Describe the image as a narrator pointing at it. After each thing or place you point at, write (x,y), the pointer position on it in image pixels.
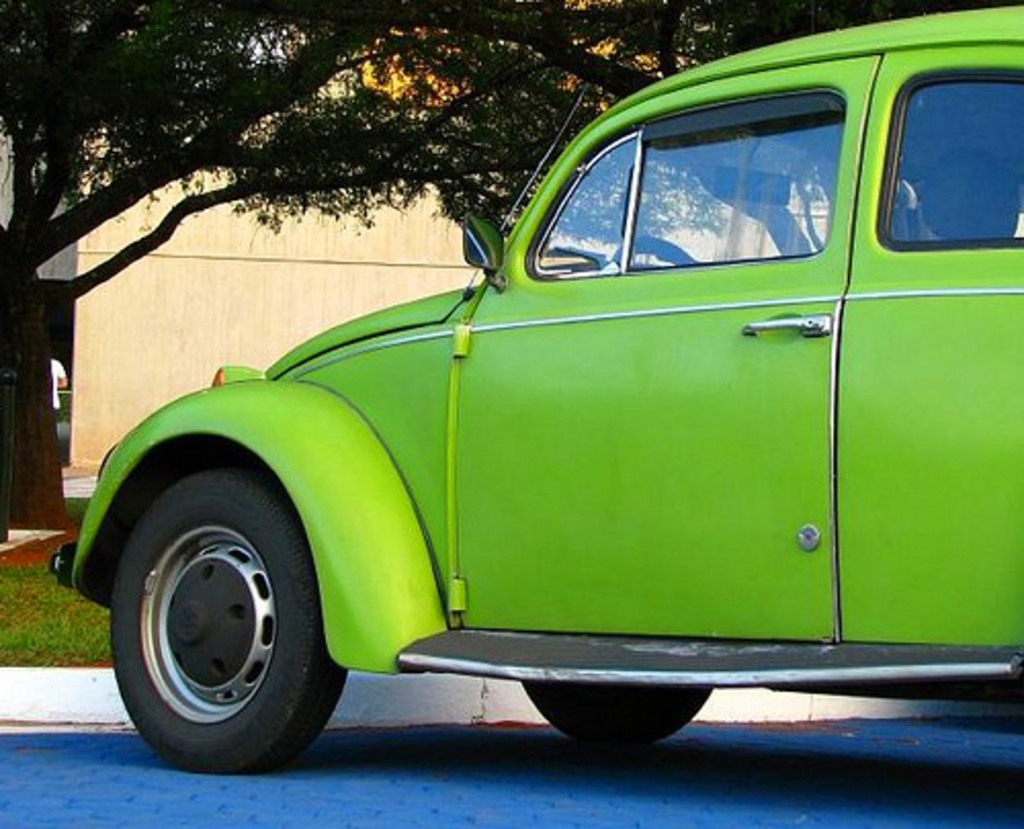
In this image in the center (402,323) there is one car (345,586), and in the background (364,44) there are some houses (265,249) and trees (46,280) and one person (58,383). At the bottom (119,732) there is walkway (670,746) and some grass (30,600).
